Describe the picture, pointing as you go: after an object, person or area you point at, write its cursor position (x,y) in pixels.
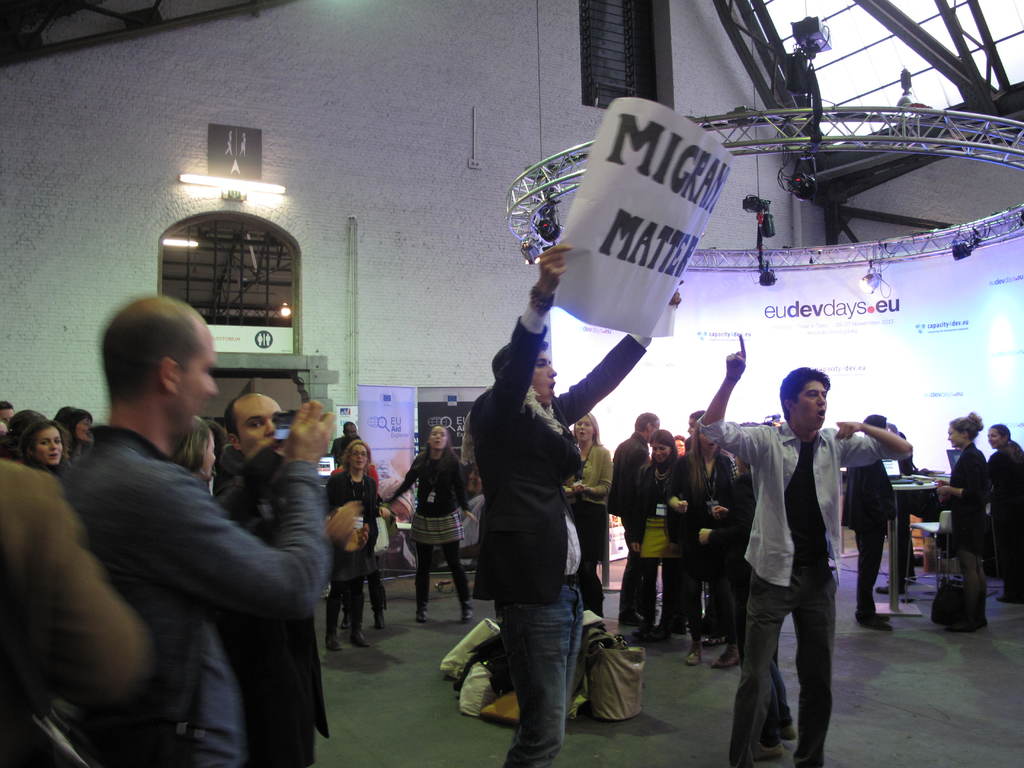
As we can see in the image there are few people (695,563) here and there, screen (787,323), banners (599,186), white color wall (455,343) and a window (608,69).
